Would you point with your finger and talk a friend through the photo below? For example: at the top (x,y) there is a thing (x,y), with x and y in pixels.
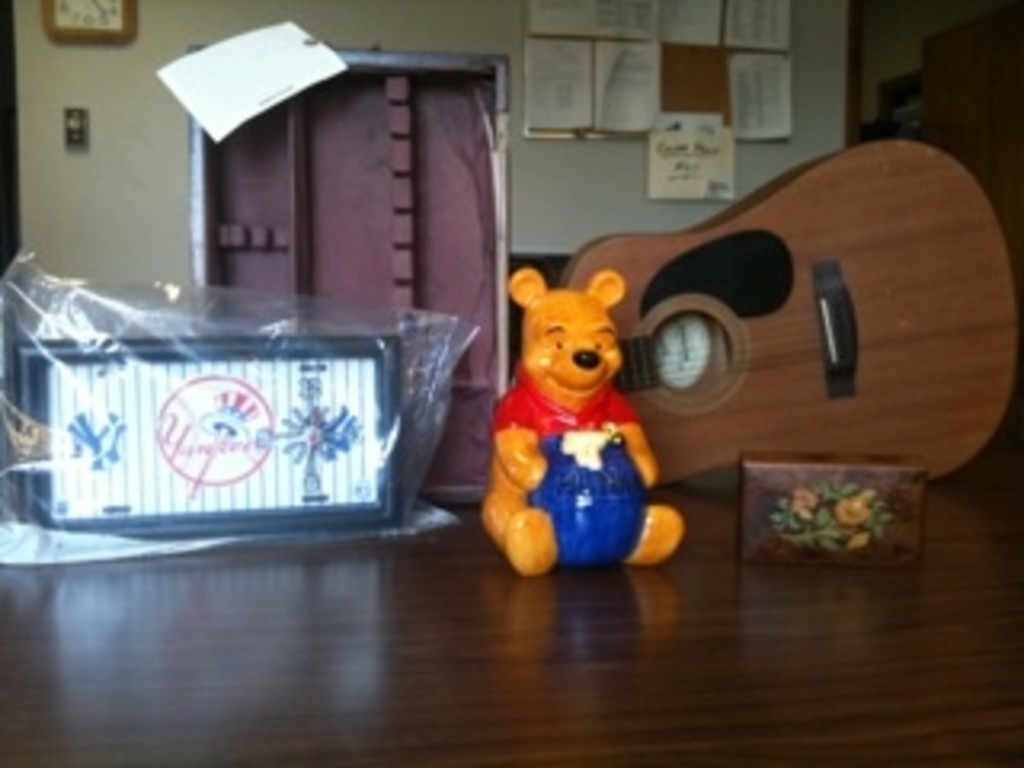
There is a toy (595,461), guitar (836,448), a box (829,493), photo frame (143,367) is on the table (504,596). In the background (182,114) there is wall (607,159). There are notices (657,60) and clock (106,40) on the wall (129,118). Also a door (944,101) is there.
